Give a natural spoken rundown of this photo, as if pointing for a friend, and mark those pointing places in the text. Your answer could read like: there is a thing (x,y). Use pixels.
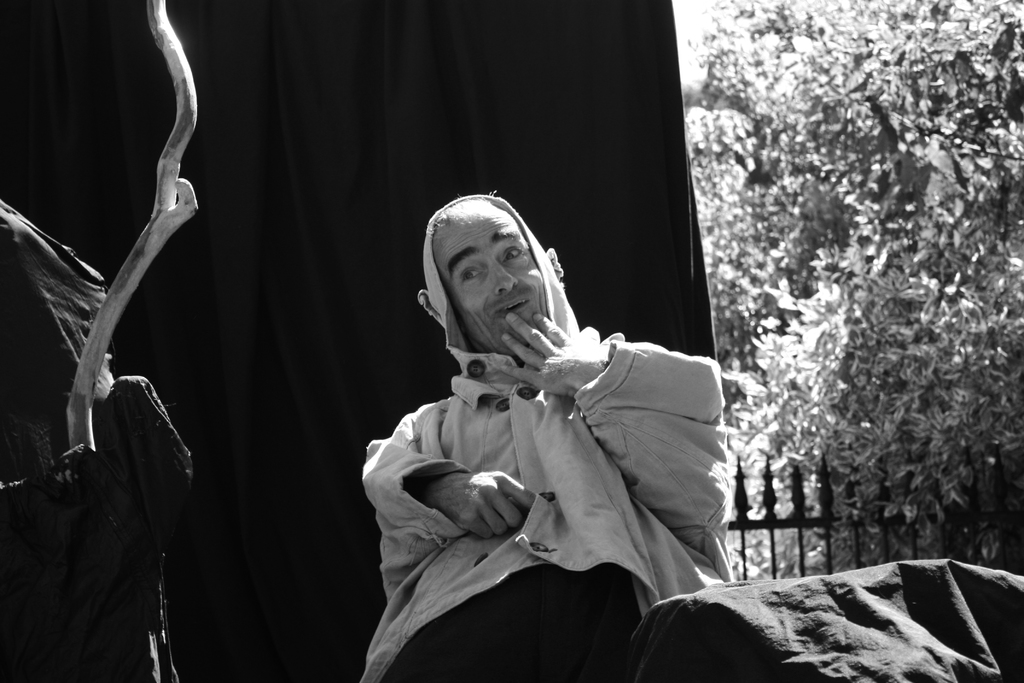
This is a black and white picture. In this picture we can see a tree (873,74), fence (855,537). We can see a man (656,516) wearing a hoodie (656,503), behind to him we can see a curtain (480,141) and beside to him we can see a branch (85,439) and a black cloth (71,533).
